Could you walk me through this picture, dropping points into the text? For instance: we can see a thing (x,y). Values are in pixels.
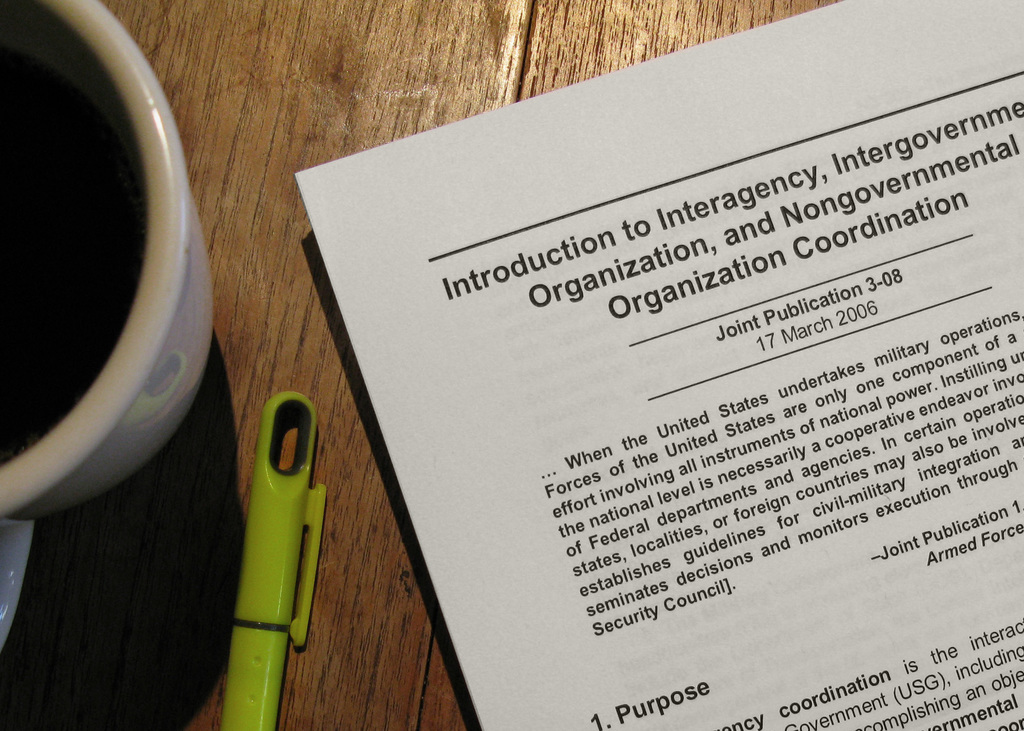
In this image I can see a paper (850,321) and something is written on it. I can see a green color pen (273,492) and white color cup (181,312) on the brown table (313,71).
